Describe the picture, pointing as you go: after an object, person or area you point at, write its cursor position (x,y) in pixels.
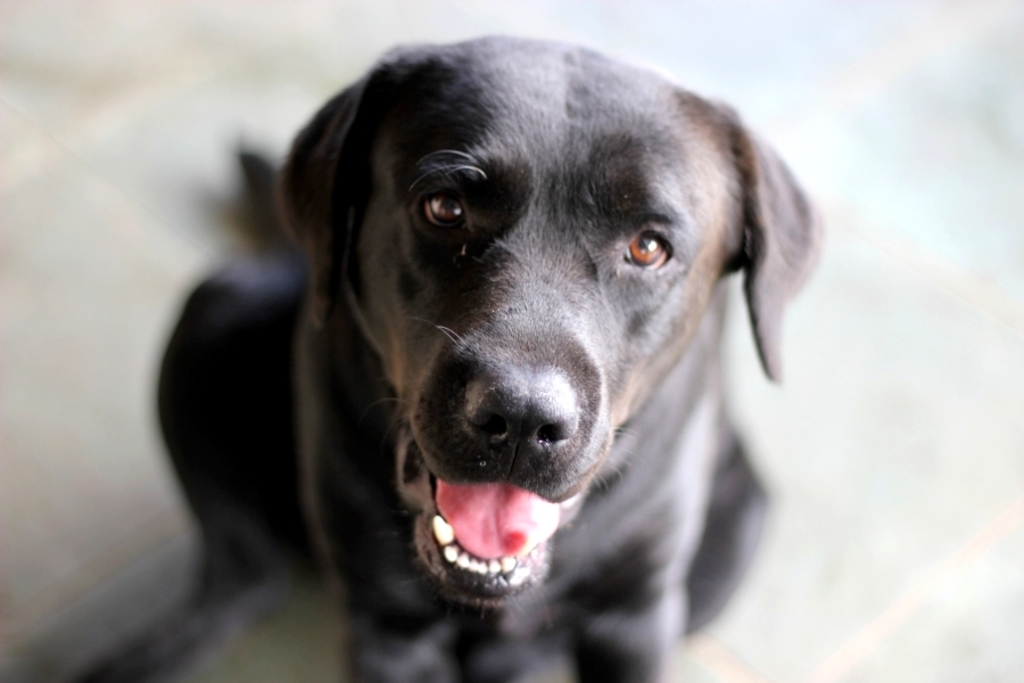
In this picture we can see a black color dog (515,437) sitting in the front (599,397), we can see a blurry background (904,104).
